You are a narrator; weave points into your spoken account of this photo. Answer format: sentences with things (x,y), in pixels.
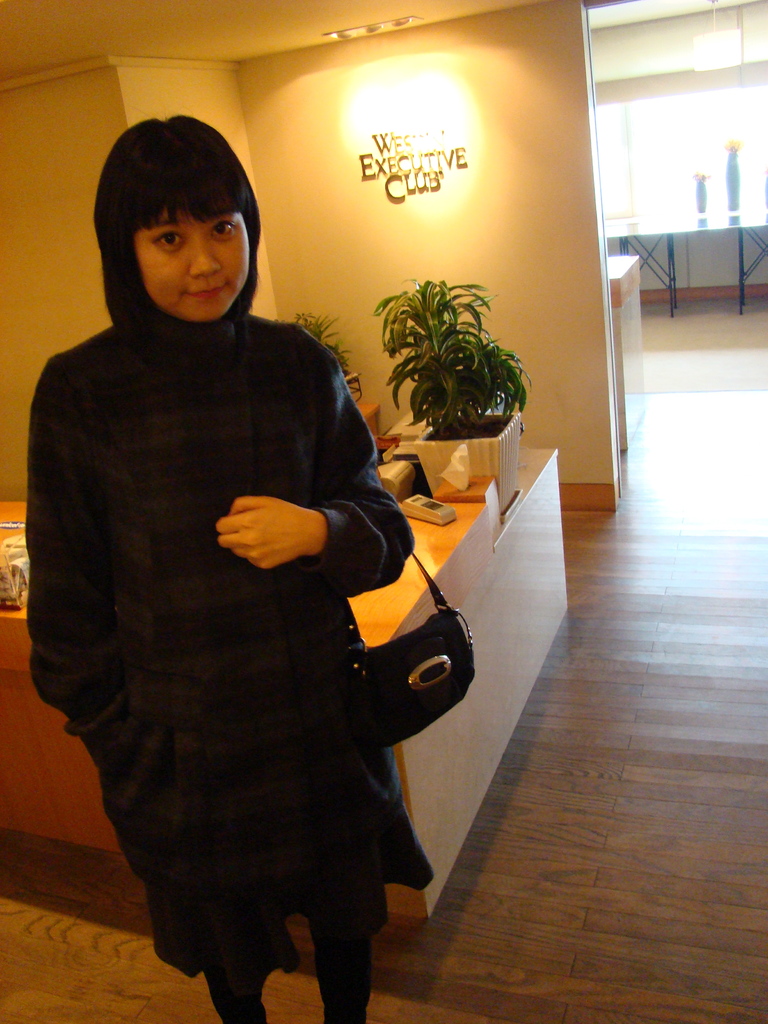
In this picture, we can see a lady (302,649) holding a bag (383,670), we can see the ground (660,717), tables (388,616), and some objects (484,451) on the tables (385,601), like plants (447,416) in a pot (475,448), we can see the wall (437,207) with some text (438,163), light (468,119), and the roof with some objects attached to it.
